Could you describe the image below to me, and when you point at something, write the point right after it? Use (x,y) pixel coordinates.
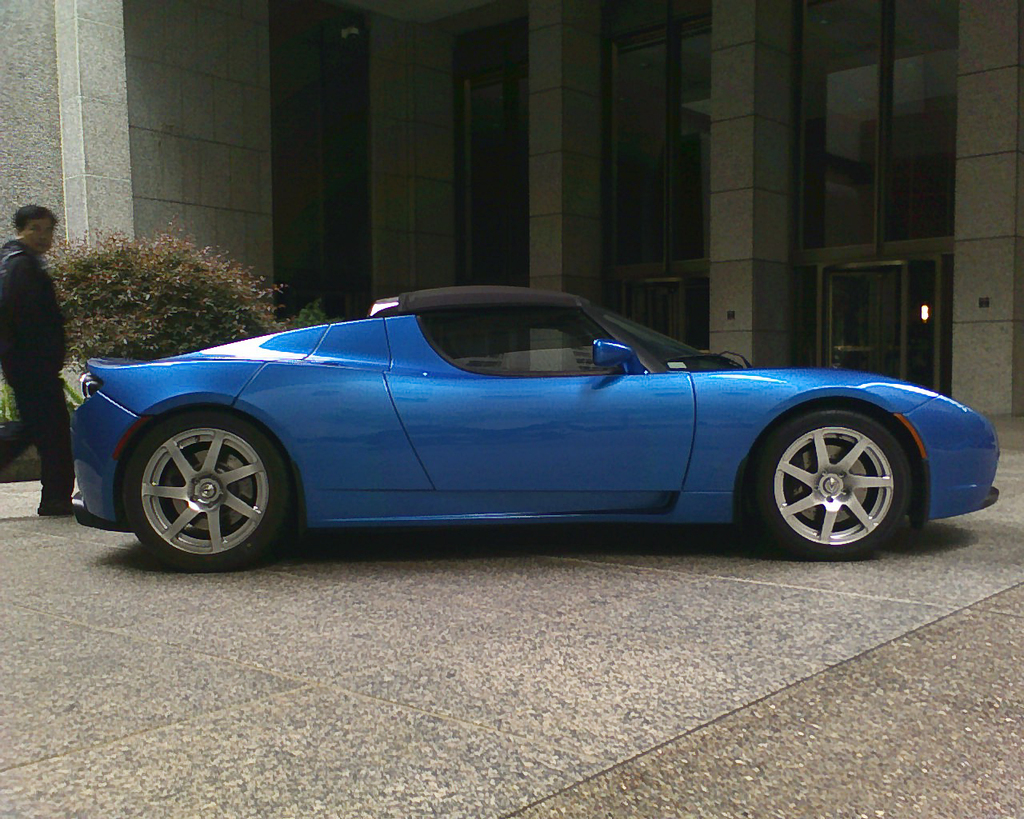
In this picture we can see a blue color car (517,484) in the front (572,331), in the background (683,164) there is a building (708,72), on the left side (227,294) we can see plants (253,317), we can also see a person (18,379) is walking on the left side (37,379).
